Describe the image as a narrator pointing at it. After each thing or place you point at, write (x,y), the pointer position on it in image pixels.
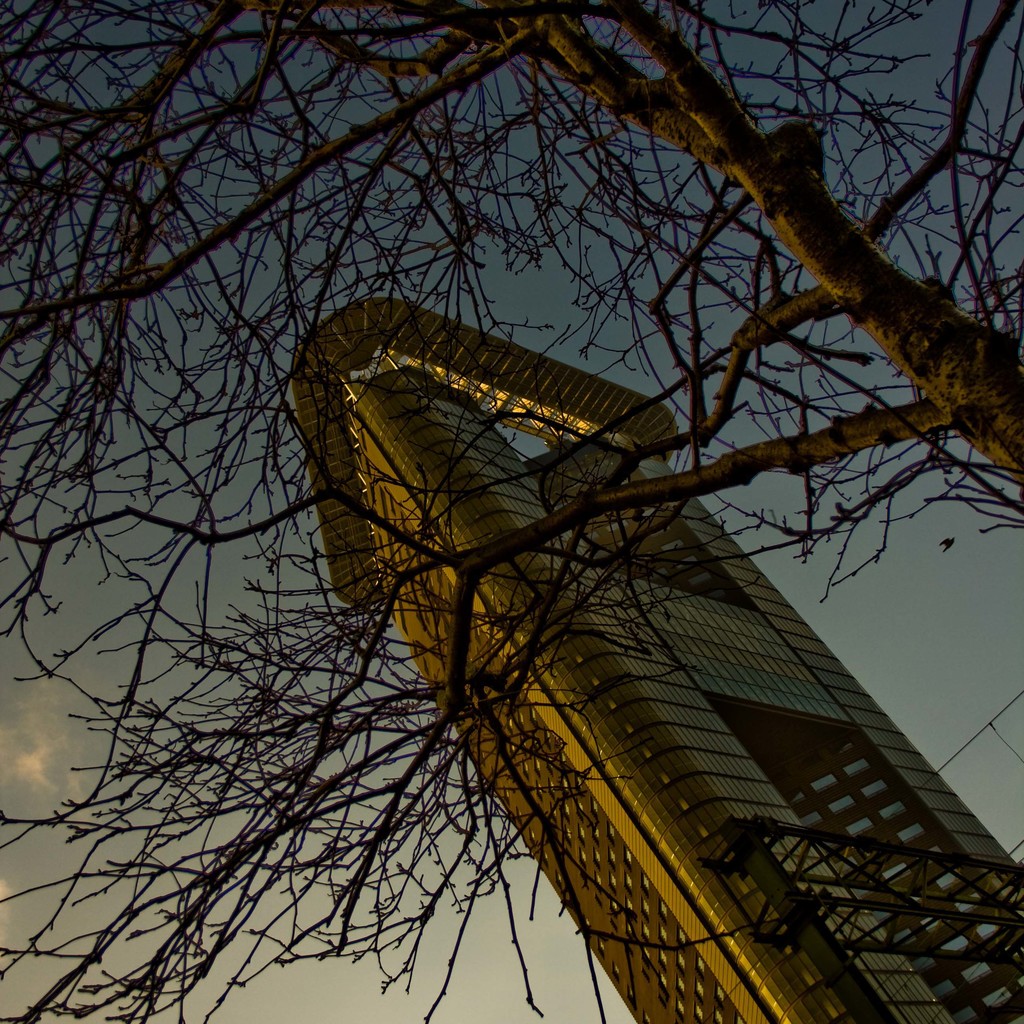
In this image, we can see a building (694,773) and there is a tree (83,257). In the background (858,660), there is sky (91,818).
